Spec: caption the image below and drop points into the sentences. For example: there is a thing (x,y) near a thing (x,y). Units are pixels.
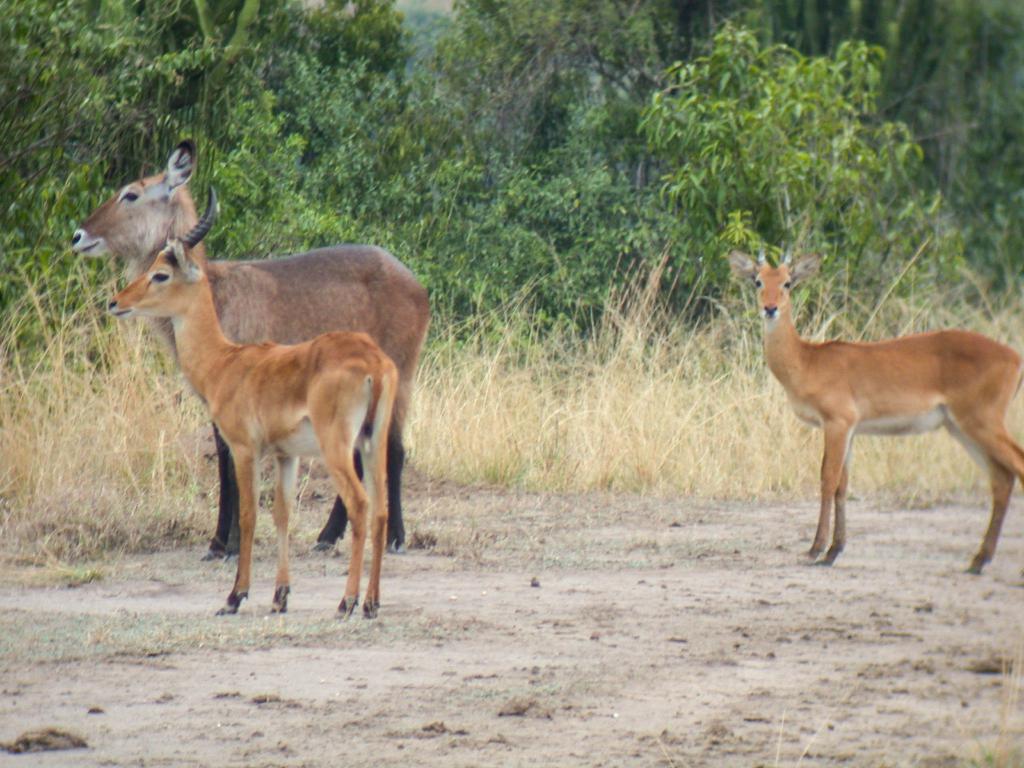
In this image there are three deers (262,391) standing on the ground (687,573). In the background (666,135) there are trees (545,145). At the bottom (518,527) there is sand (545,672). Beside the sand (608,608) there is grass (566,358).
